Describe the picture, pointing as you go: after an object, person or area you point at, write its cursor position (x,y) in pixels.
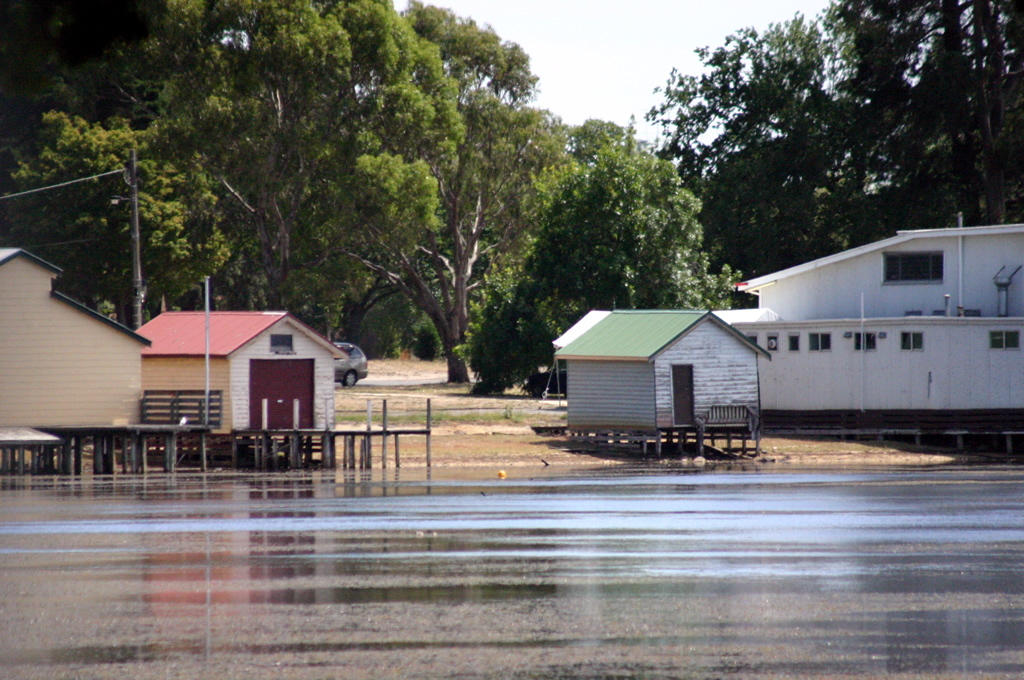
In the center of the image (610,337) we can see houses (579,338) and buildings (640,349). At the bottom of the image (457,550) there is water (578,554). In the background (342,369) we can see road (414,386), vehicle (356,370), pole (137,228), trees (442,203) and sky (549,81).
